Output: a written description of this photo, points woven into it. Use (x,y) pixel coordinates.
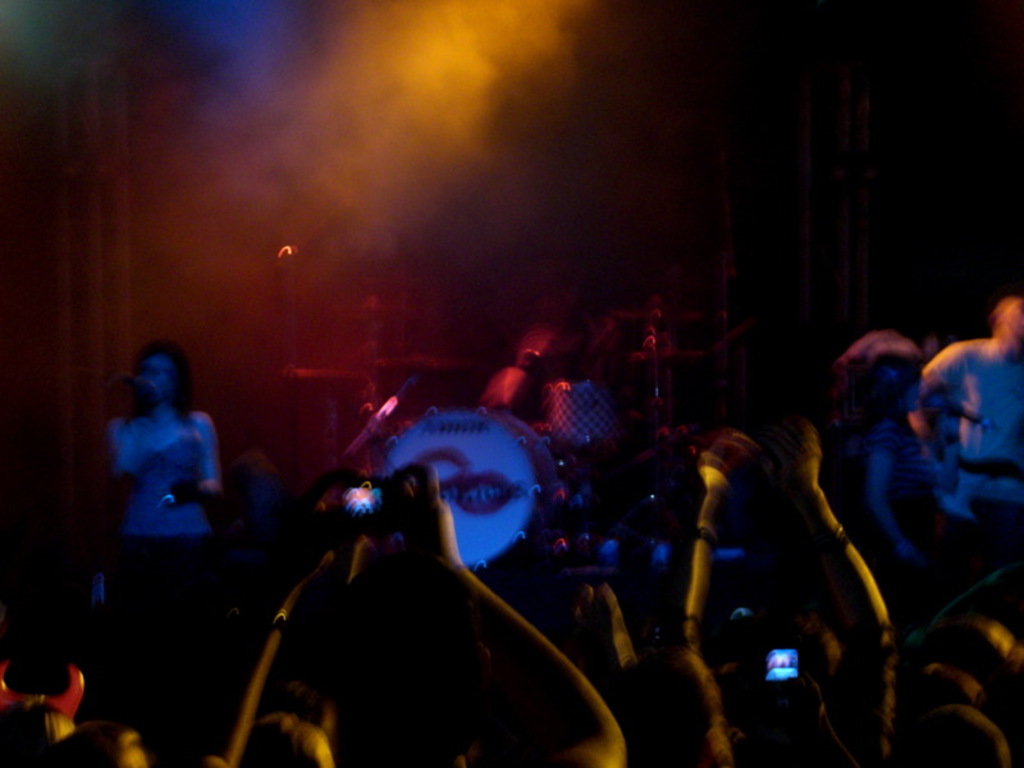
In this image I can see the dark picture in which I can see few persons (466,659) are holding cameras (766,671) in their hands (349,546). I can see few persons (183,442) standing and holding microphones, few musical instruments (549,495), few lights (444,90) and the dark background (473,144).
